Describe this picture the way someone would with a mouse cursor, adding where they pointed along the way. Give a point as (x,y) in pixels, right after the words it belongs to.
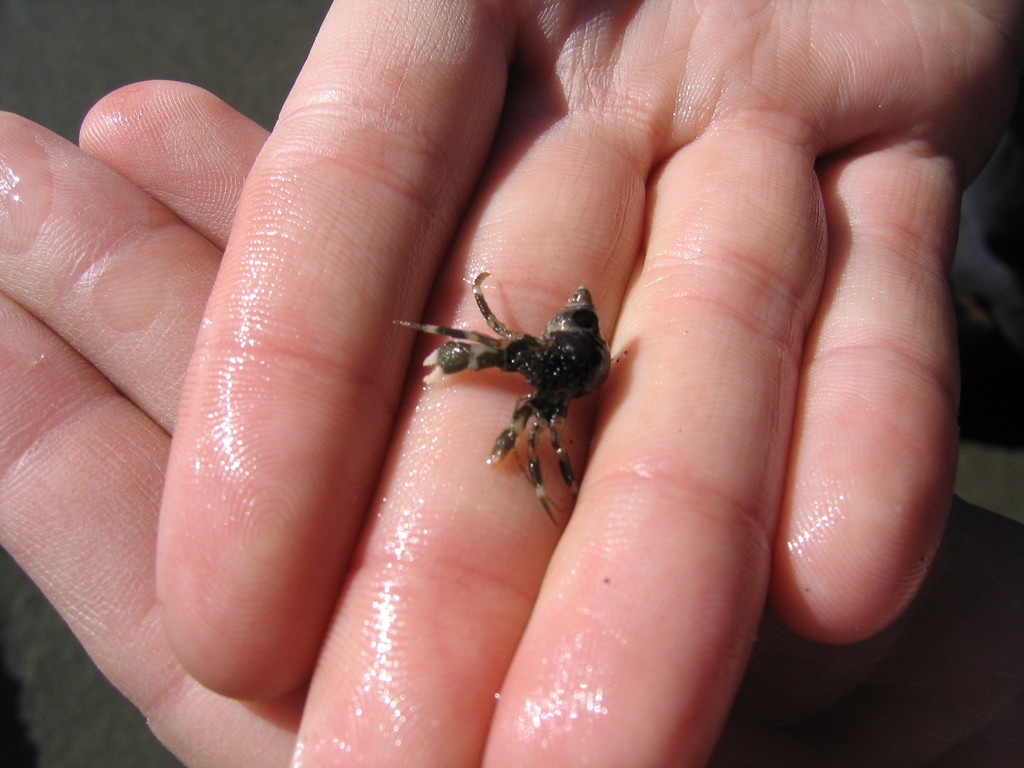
In this image we can see a hermit crab (462,336) in the person's hand (685,363).
